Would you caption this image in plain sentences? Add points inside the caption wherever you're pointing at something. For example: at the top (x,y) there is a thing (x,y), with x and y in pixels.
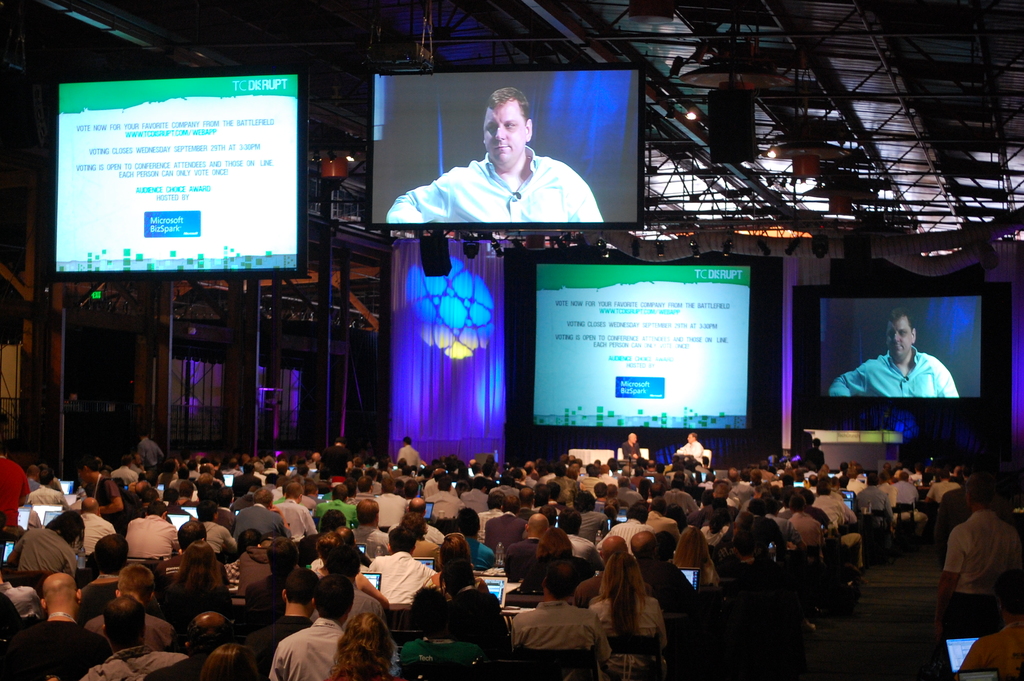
In the given image i can see the inside view of the auditorium (472,308) that includes led tv (615,357), audience (559,582), lights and curtains (454,408).
